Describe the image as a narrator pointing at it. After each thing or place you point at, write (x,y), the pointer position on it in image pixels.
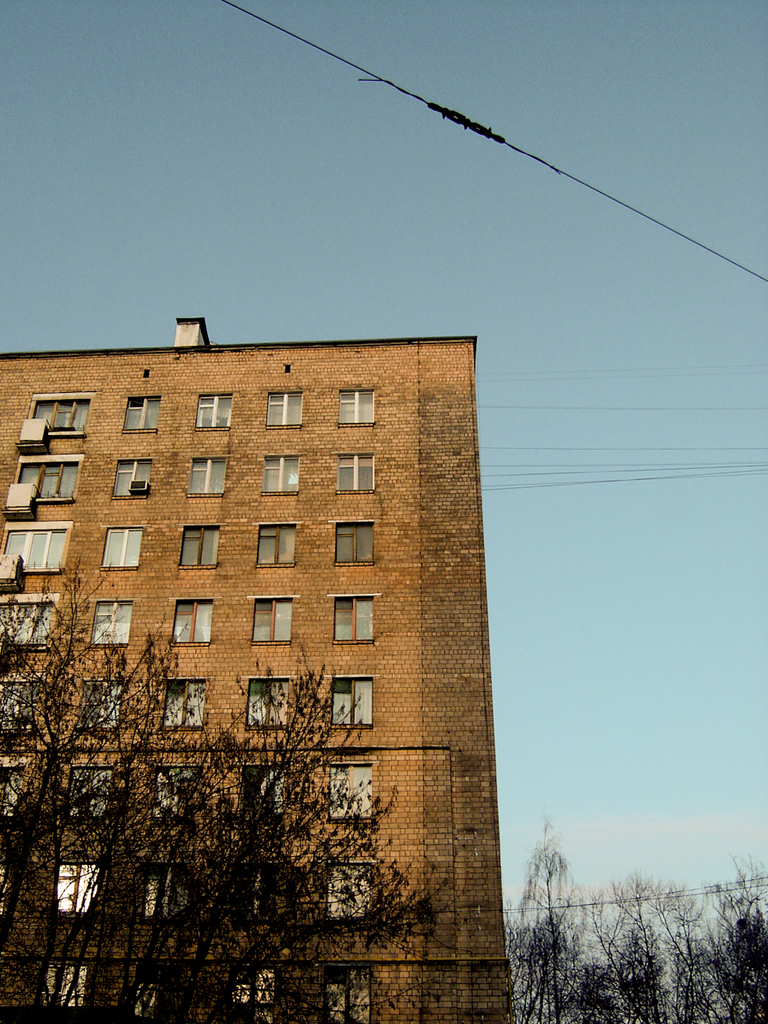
In this image we can see a building (267,534) and it has many windows (232,988). There are many trees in the image. There is clear and blue sky (582,226) in the image.
